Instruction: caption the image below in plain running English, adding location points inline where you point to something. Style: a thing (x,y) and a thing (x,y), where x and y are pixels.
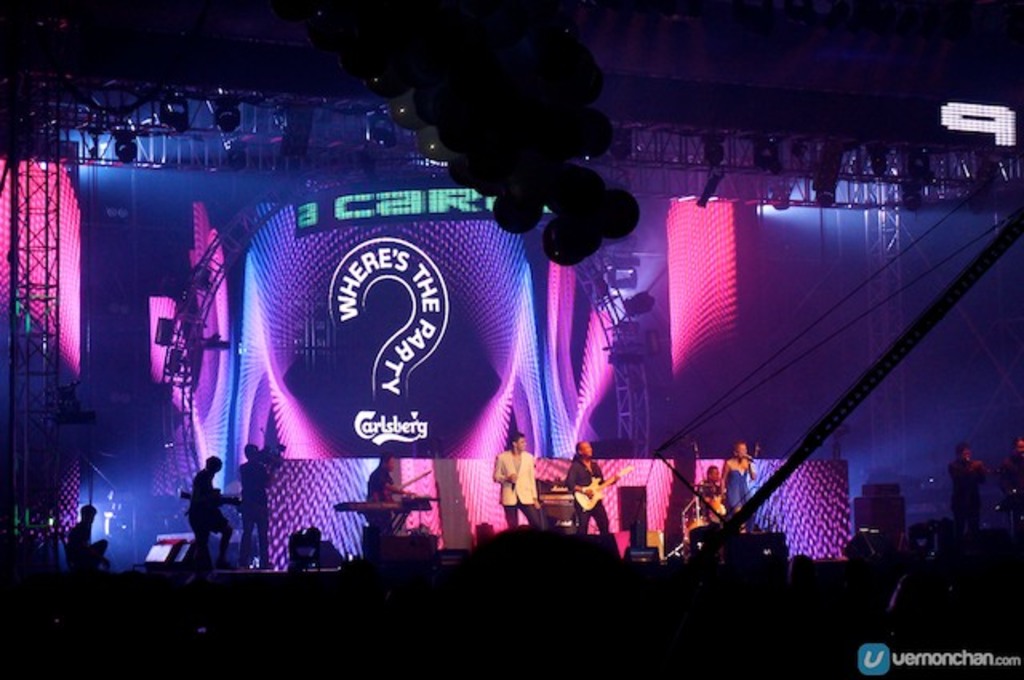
This image is clicked in a musical concert. There are lights (122,139) at the top (727,145). There are some persons (86,515) in the middle (520,449). They are playing musical instruments (698,506).
